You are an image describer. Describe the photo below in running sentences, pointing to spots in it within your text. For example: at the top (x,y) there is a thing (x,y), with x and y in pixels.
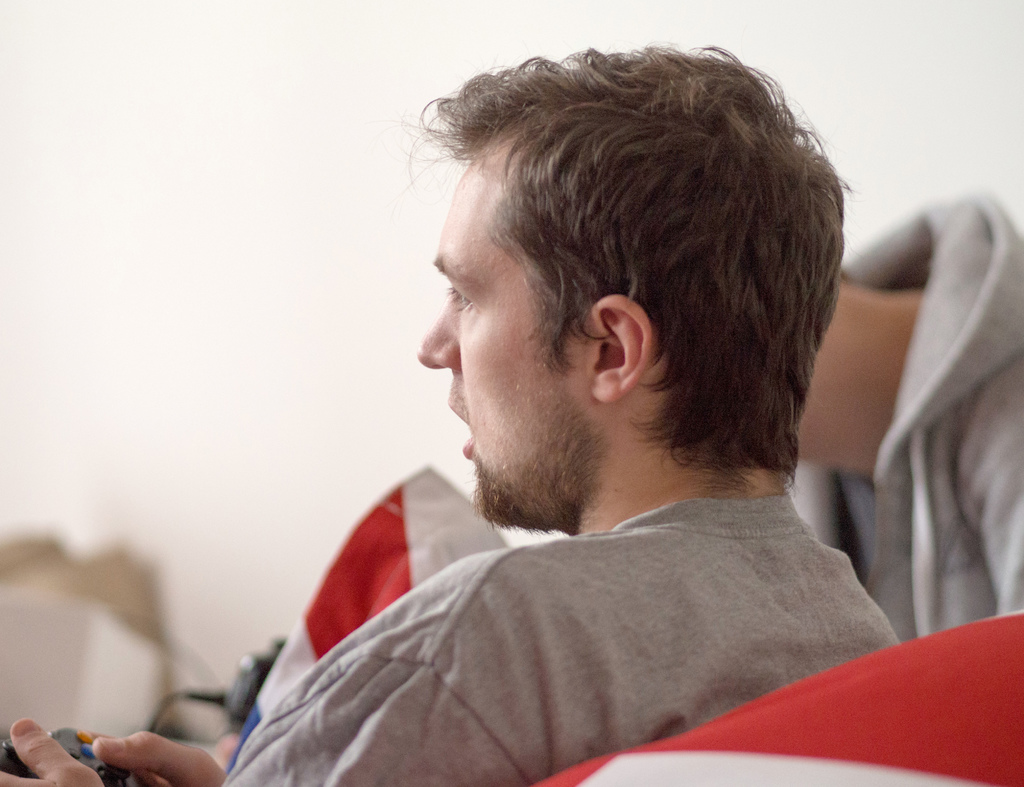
In this picture we can see a person (595,443), he is holding an object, here we can see a cloth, some objects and we can see a wall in the background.
